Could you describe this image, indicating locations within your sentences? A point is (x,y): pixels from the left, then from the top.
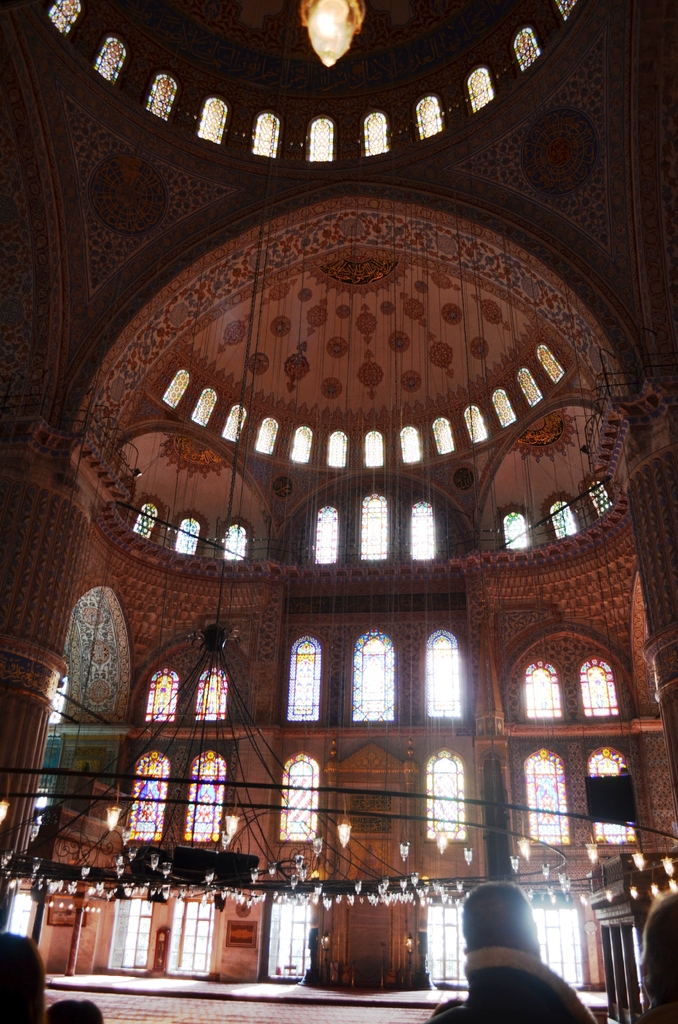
In this picture we observe the inside view of a historic building (468,612) where there are many glass windows (596,669) and arts (305,302) made inside it. We also observe a light vase (349,17) fitted to the middle of the building (315,63).
